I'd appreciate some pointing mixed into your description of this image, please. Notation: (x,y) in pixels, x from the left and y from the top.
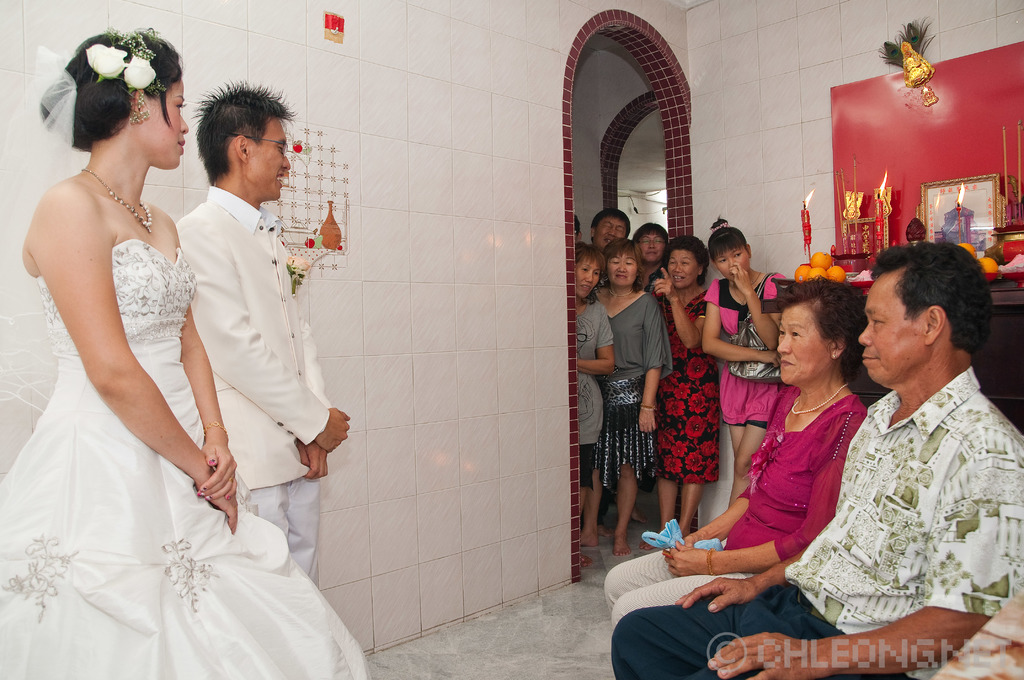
This is an inside view. On the left side (104,368) a woman (127,269) and a man (224,278) are wearing white color dresses (248,515) and standing on the floor (467,643) facing towards the right side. On the right side (816,527) a woman (834,449) and a man (904,463) are sitting. At the back of these people (976,376) there is a table (1008,350) on which fruits (818,275), photo frame (933,227) and some other objects (859,253) are placed. In the background (616,327) few people (618,320) are standing.
